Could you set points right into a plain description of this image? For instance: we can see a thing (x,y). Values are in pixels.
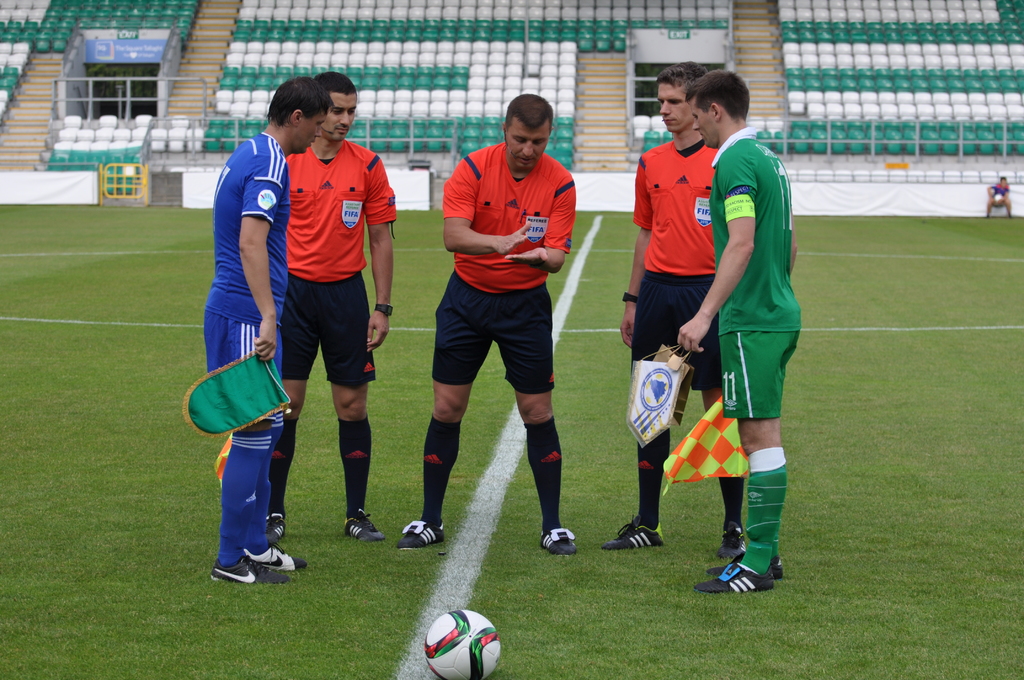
In this image, I can see a group of people (504,228) standing and holding few objects (644,424). At the bottom of the image (456,628), It looks like a football (482,639), which is on the ground (268,625). In the background (460,38), I can see the chairs (556,62) and stairs (594,95). On the right side of the image (994,213), I can see a person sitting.
